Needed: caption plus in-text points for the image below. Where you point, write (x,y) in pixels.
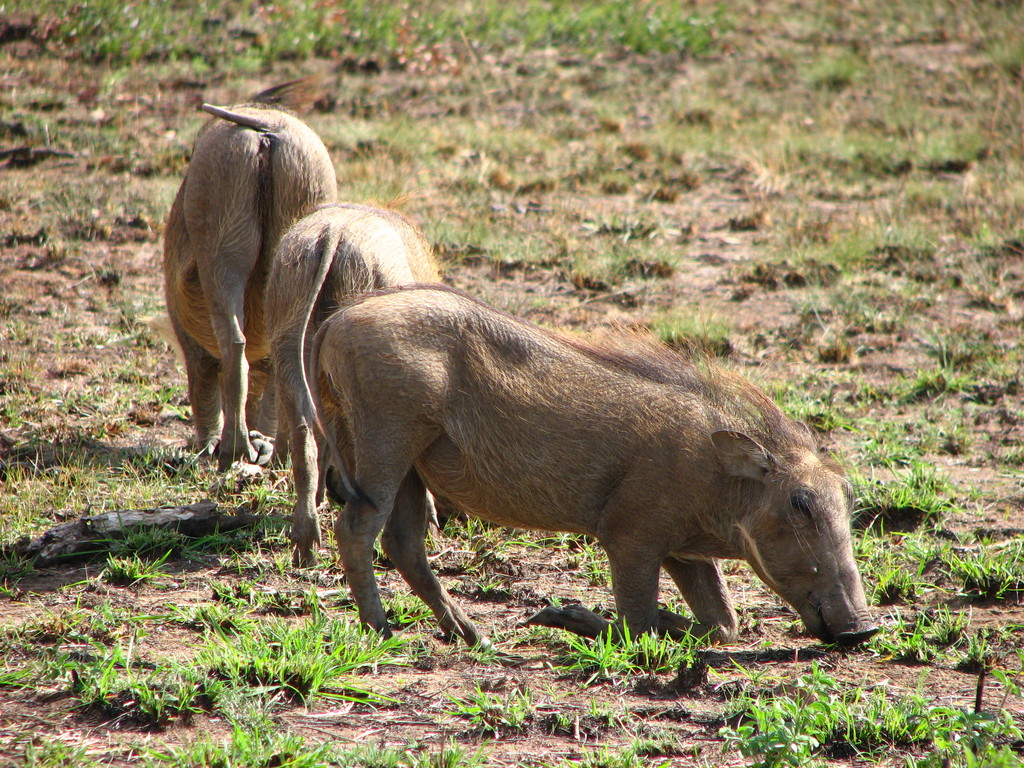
This image I can see three pigs (326,318) on the ground (71,604). On the left side (99,525) there is a stick (93,539). On the ground (164,669), I can see the grass (220,706).
